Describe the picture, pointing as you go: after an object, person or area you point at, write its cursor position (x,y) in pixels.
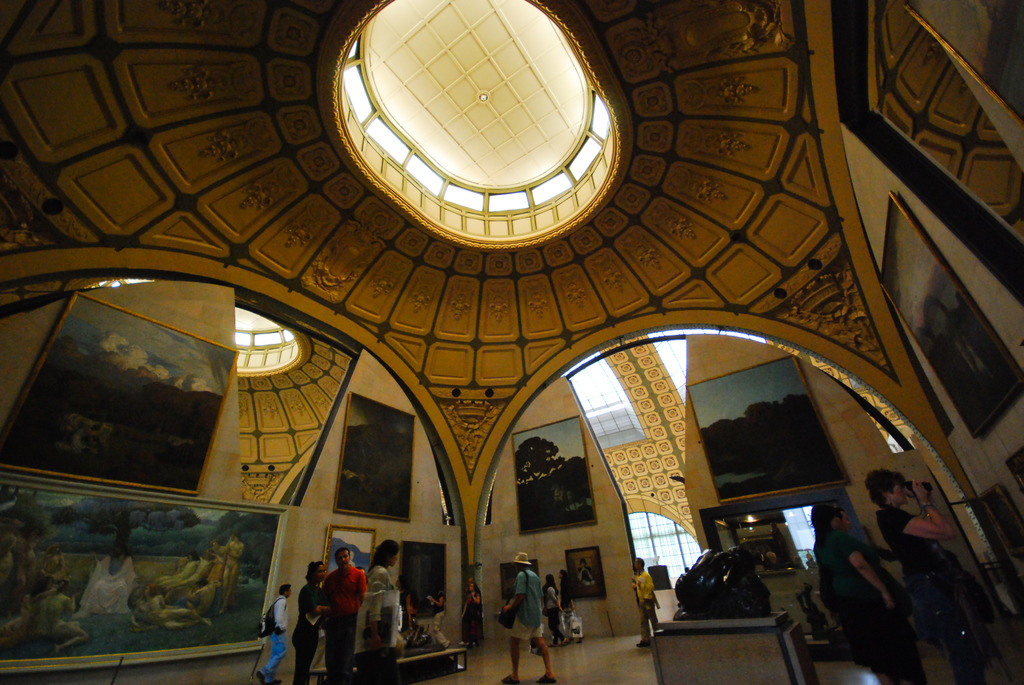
In this picture I can see the inside view of a building (249,308). On the walls (3,383) I can see the photo frames (1020,34) and I see people (524,614) standing on the floor (570,662).
